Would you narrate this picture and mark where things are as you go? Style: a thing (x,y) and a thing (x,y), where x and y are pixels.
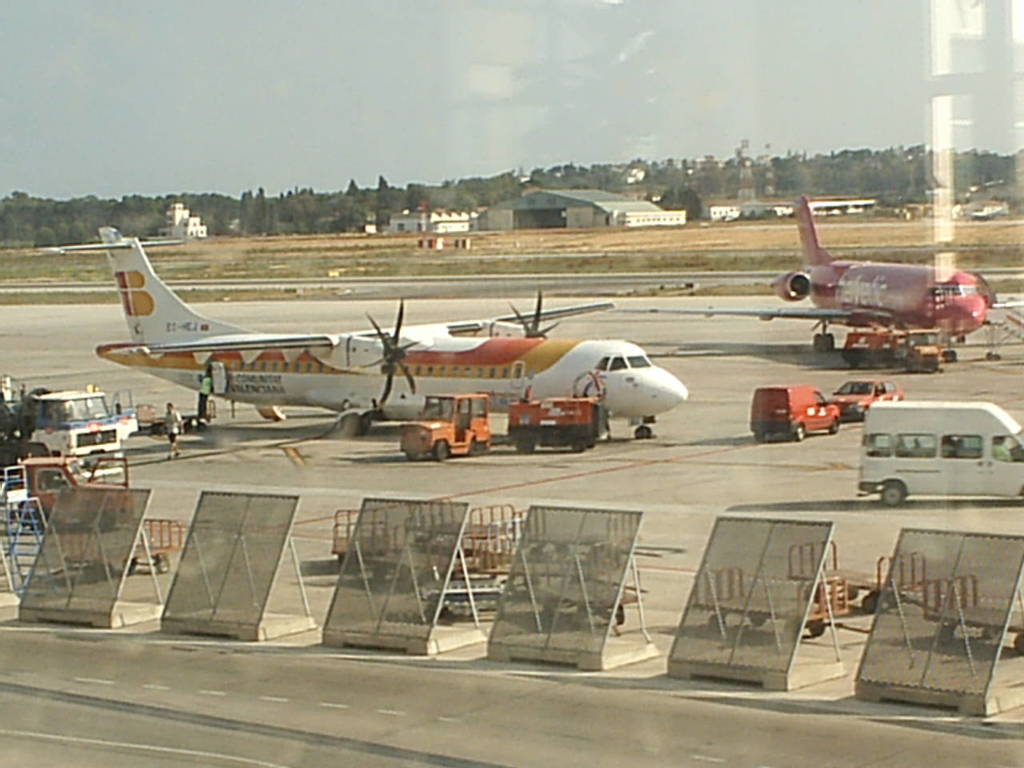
In the center of the image (526,336) there are airplanes (569,308). There are vehicles (840,415). There are barricades (373,595). At the bottom of the image (254,690) there is road (346,703). In the background of the image (793,191) there are trees (700,184) and houses (645,225). At the top of the image (453,91) there is sky (319,69).
